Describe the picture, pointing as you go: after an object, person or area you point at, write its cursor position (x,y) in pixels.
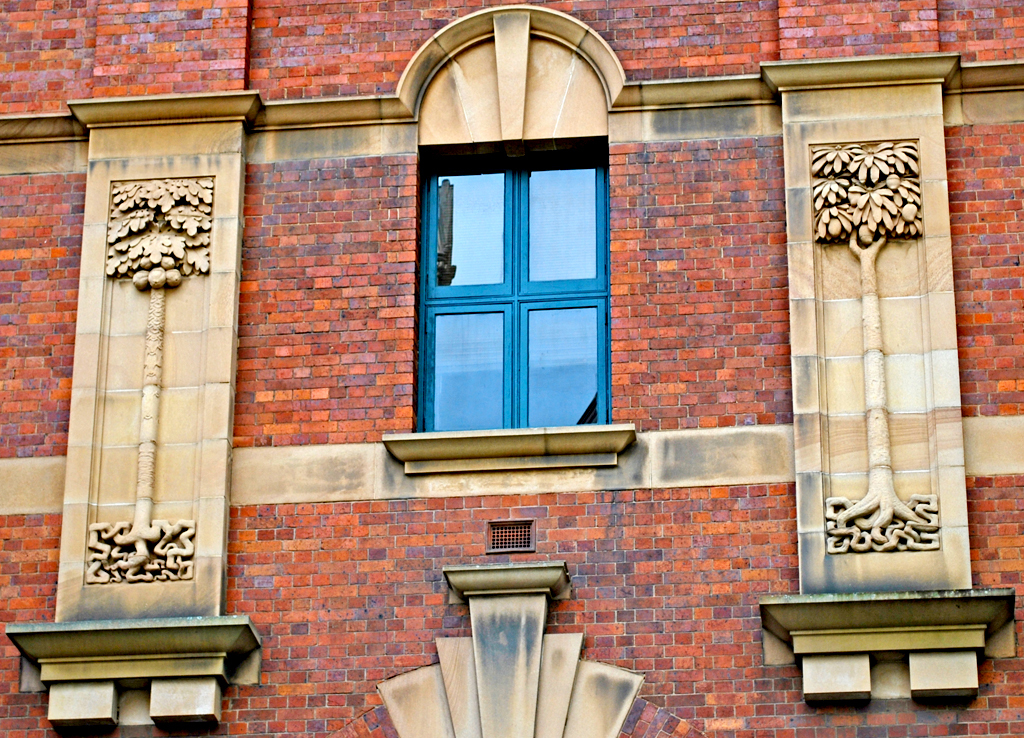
In this image I can see red colour wall (365,279), window (522,298) and few sculptures (155,185) over here.
